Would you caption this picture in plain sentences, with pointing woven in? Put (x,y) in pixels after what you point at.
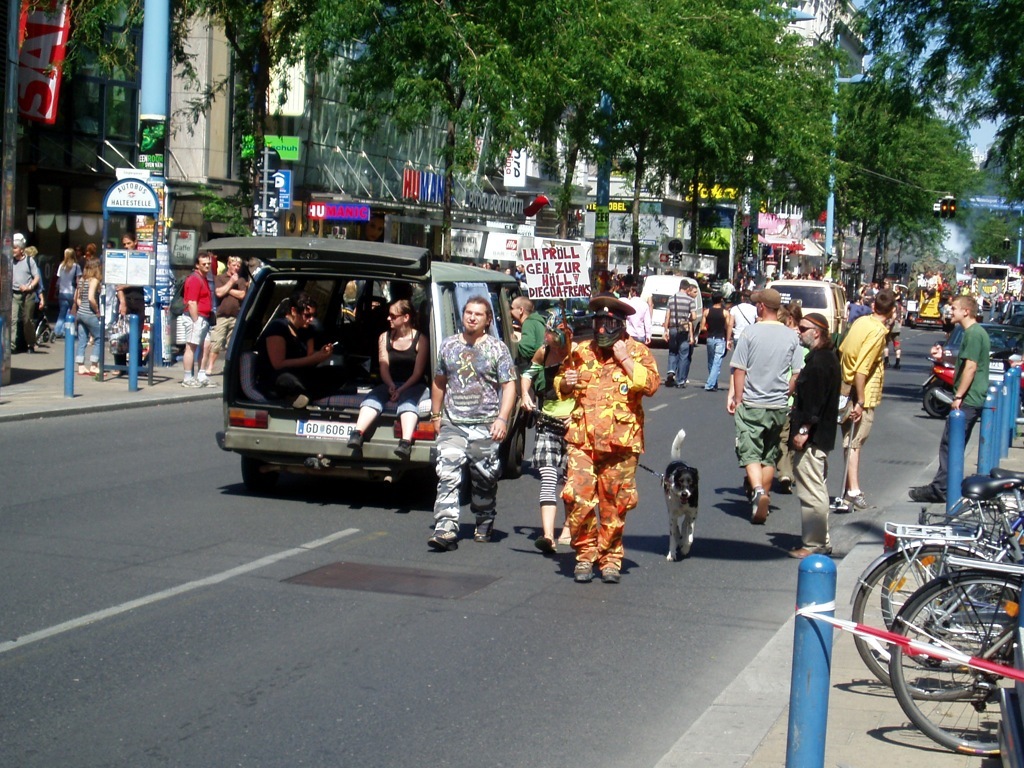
In the image we can see few persons (402,391) were sitting in the car (358,300) and group of persons (672,341) were walking on the road (899,378). On the right (940,551) we can see few cycles (967,640). In the background (225,116) there is a building (217,116), pole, wall (179,131), banner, sign board (131,199) and traffic light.
